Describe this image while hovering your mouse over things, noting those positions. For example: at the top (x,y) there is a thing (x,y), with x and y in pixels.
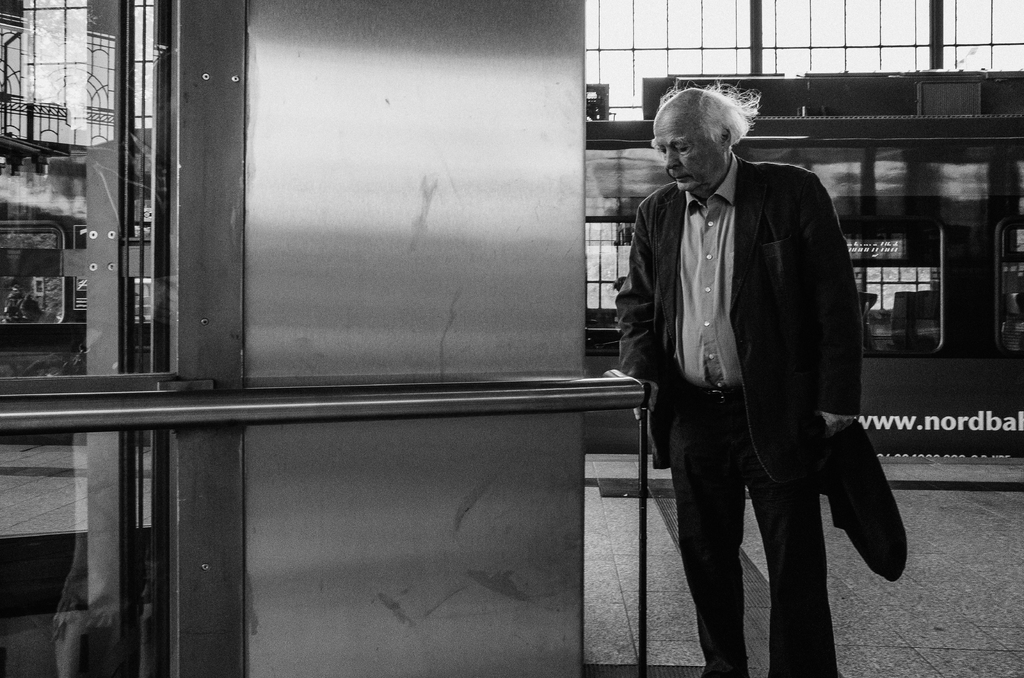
This is a black and white image and an inside view of a building (522,349) and here we can see a person (752,390) standing and holding a stick (641,489) and holding an object (831,468). In the background (886,140), there is a shed (799,95) and we can see a rod (476,404). At the bottom (888,646), there is floor (908,632).
